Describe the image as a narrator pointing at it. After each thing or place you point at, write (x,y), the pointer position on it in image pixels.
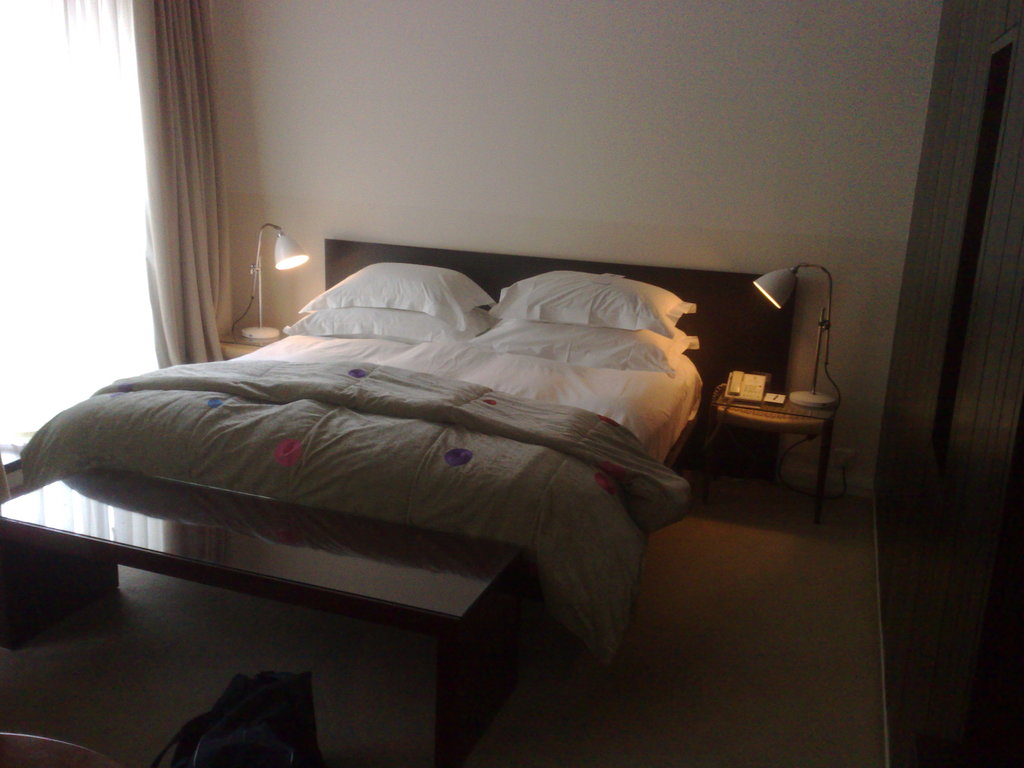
In this picture there is a bed (489,396) with the blanket (481,396) on it. And there are four pillows (554,339) with white in color. And both side of the bed (712,346) there is a lamp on the table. To the left side (115,200) is a window (115,87) with curtain (115,87). And to the right side (987,356) there is a cupboard (932,375). On the right bottom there is a plug (844,452). In front of the bed (261,469) there is a table (440,652). And to the bottom (274,689) there is a bag (237,740).
